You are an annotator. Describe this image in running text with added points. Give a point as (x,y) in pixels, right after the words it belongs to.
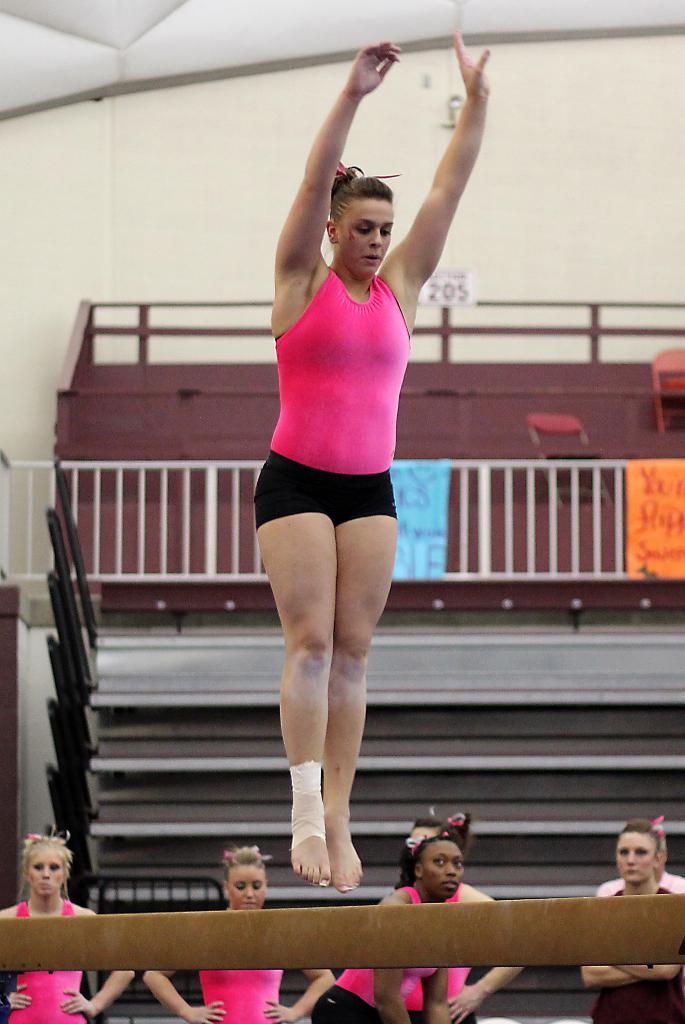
In this image I can see a woman (393,53) jumping onto a balance beam (319,950), I can see several other people (19,903) at the bottom of the image (452,835). I can see stairs (548,764) grills (544,542), chairs (669,388) and a wooden wall (572,414) behind these people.
